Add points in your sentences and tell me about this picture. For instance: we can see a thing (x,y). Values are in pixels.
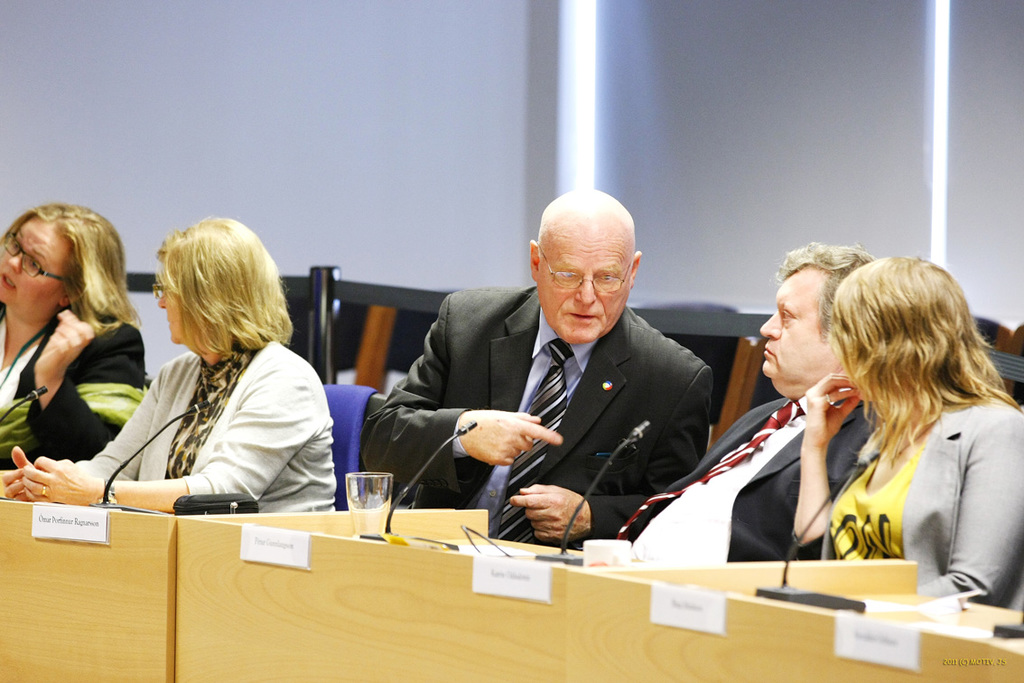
In this picture we can see five people (460,397) sitting on the chair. There are microphones (423,470), glass (355,472) and a wallet (212,501) is visible on a wooden table (345,514). We can see a few white papers (91,517) on a wooden desk (463,566) and some text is written in these papers (879,644). There is a watermark (1000,664) in the bottom right (983,665). We can see lights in the background (944,215).
